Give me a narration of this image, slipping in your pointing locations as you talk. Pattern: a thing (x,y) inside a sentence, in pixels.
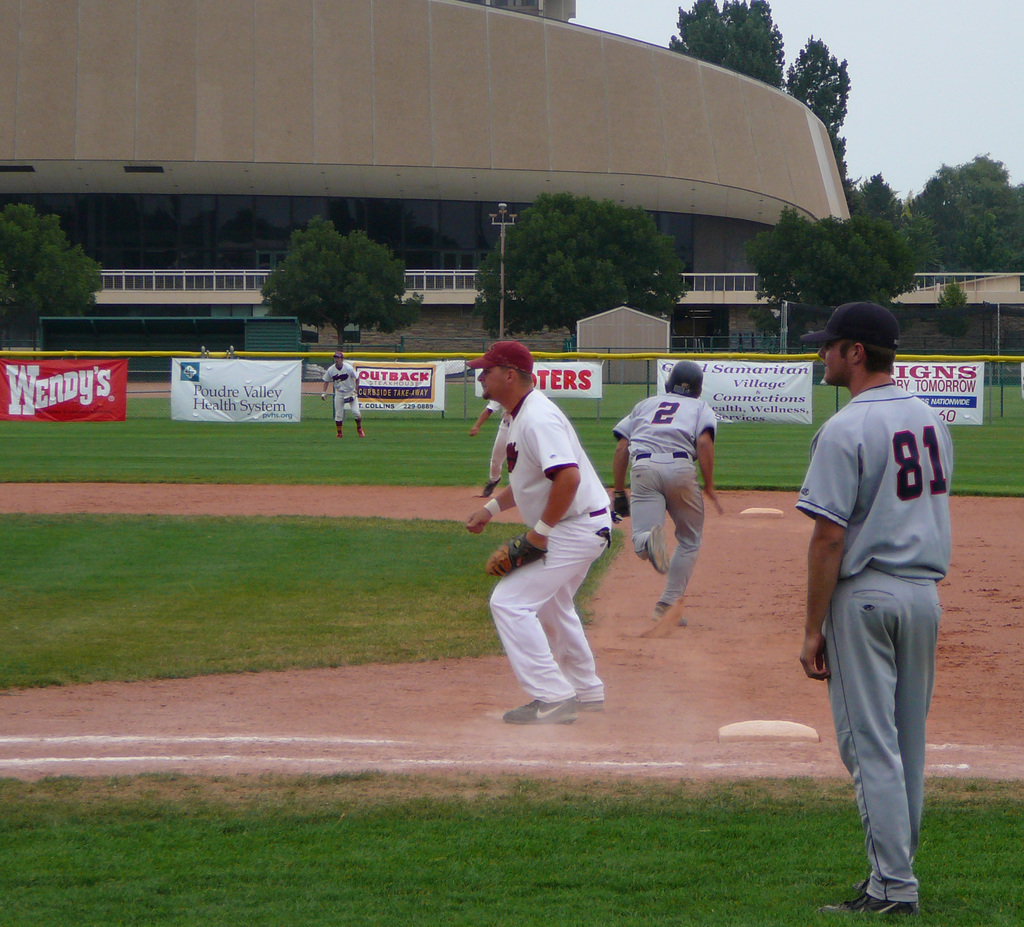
This picture is clicked outside. On the right (694,464) we can see the group of persons (529,425) wearing t-shirts (517,419) and seems to be running on the ground (795,501). On the right corner (849,449) we can see a person (882,427) wearing t-shirt (873,496) and standing on the ground (925,884) and we can see the green grass (351,536), metal rods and the text (955,378) on the banners (119,408). In the background (700,74) we can see the sky (891,72), trees (323,238), building (376,121), metal rods (195,284) and some other objects (994,342) and we can see a pole (501,212).
